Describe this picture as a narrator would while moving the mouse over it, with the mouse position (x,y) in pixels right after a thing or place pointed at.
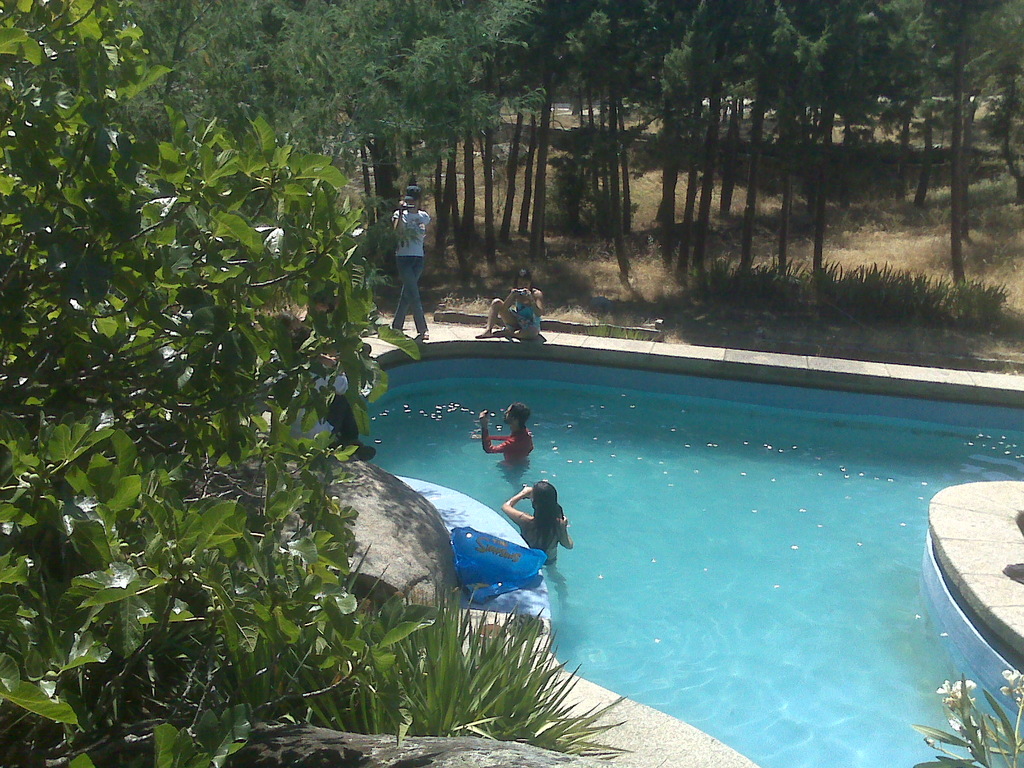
In this image we can see a swimming pool (718,516). There are two people (544,517) in the pool (584,502). On the sides there are two people (417,266). Also there are trees (330,82). In the right bottom corner (959,737) there is a plant (982,719) with flowers (1016,678). And there is a blue packet (504,584) on the side of the pool (829,502).
